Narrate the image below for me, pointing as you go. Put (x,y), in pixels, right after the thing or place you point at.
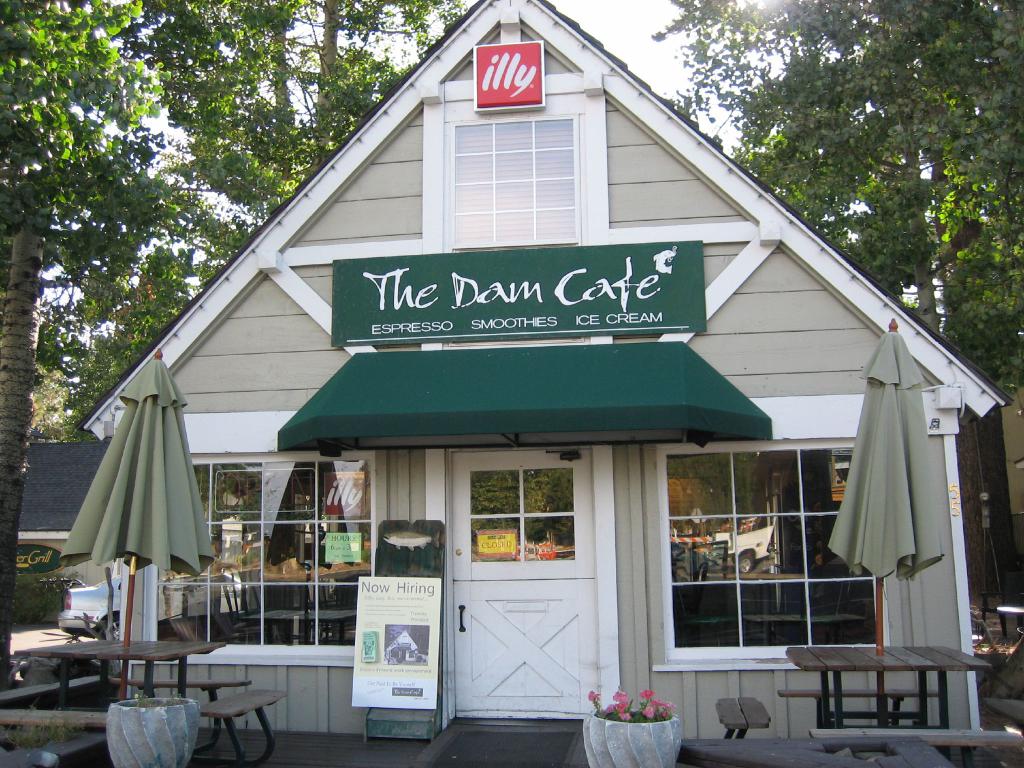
In the center of the image (678,445) there is a shed (468,218) and we can see parasols (185,514). At the bottom (143,739) there are benches (959,741) and flower pots (162,725). In the background (195,136) there are trees (749,83) and sky (737,90). We can see a board (418,680).
